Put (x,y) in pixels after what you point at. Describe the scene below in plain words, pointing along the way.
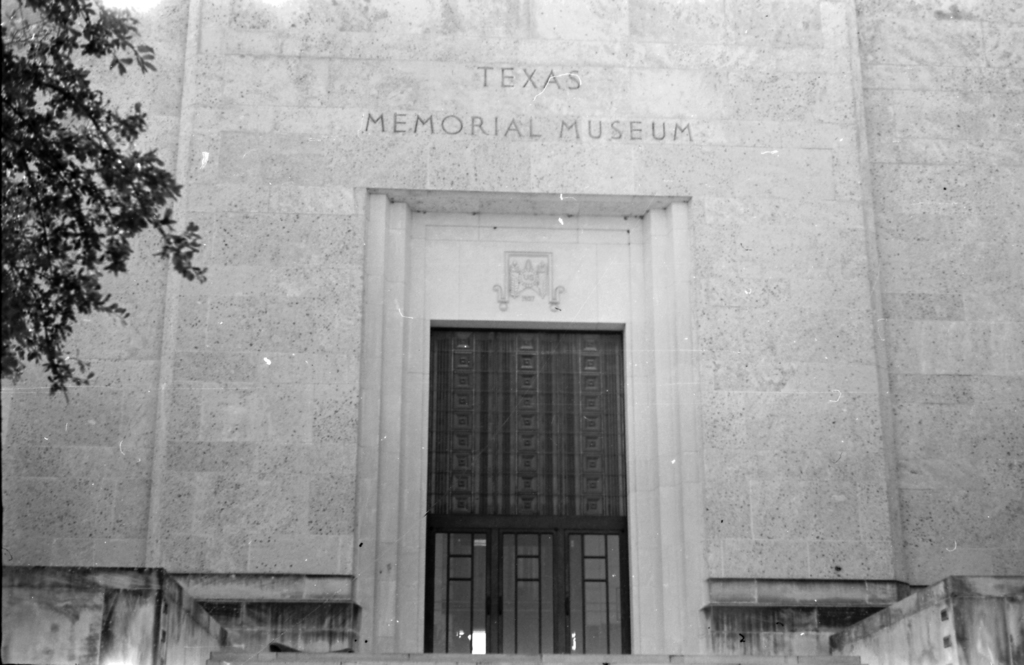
This is a black and white pic. On the left (22,211) there is a tree (42,233). In the background (407,280) there is a building (384,644), door (546,544) and a text (534,125) written on the wall (473,206).
